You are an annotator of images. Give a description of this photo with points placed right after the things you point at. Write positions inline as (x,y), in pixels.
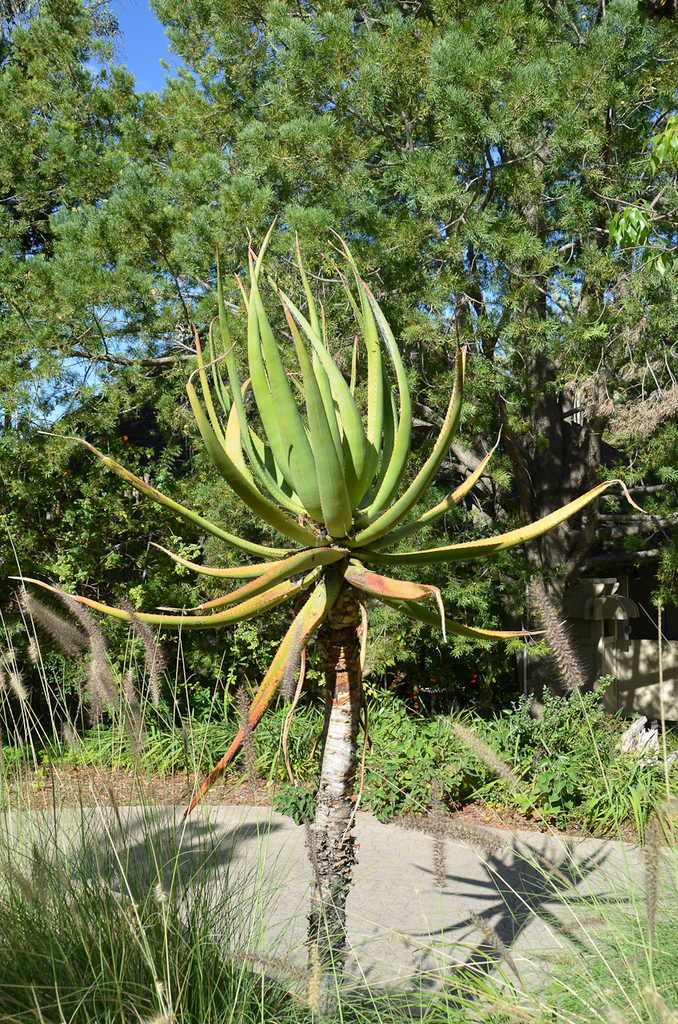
In this image we can see a plant (328,905). In the background (39,451), we can see a group of trees (47,454) and the sky (158,45).
